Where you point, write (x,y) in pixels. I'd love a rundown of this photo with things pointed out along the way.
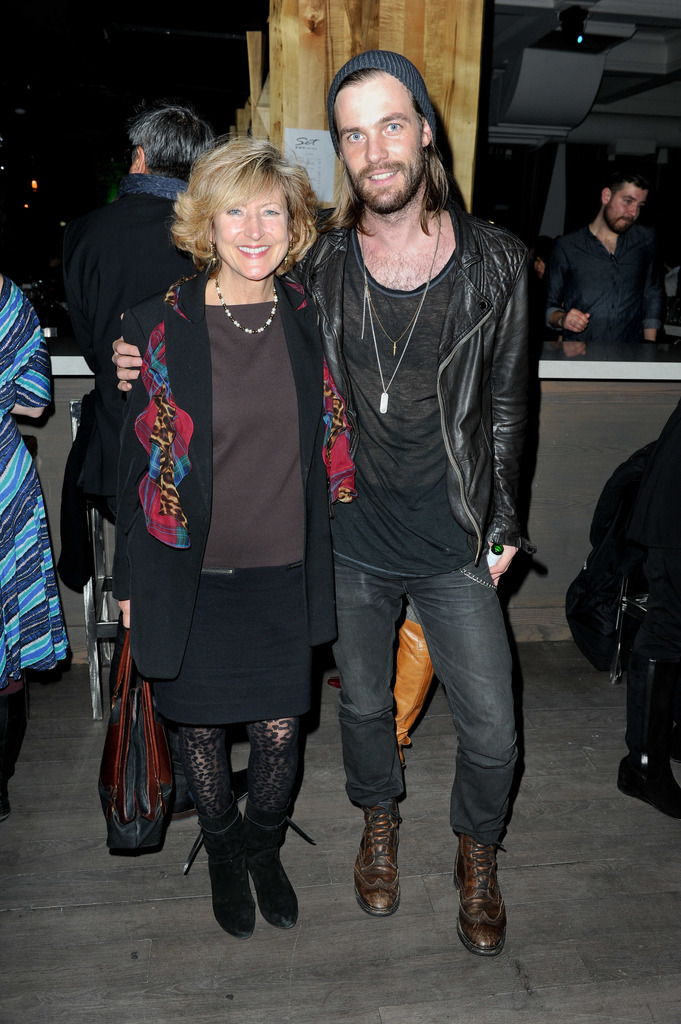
In this image I can see in the middle (392,501) a woman (340,433) and a man (397,480) are standing, they are wearing black color coats (317,416), shoes (392,848) and also they are smiling. In the background (646,181) few persons (20,398) are there, it looks like a store (628,138).
